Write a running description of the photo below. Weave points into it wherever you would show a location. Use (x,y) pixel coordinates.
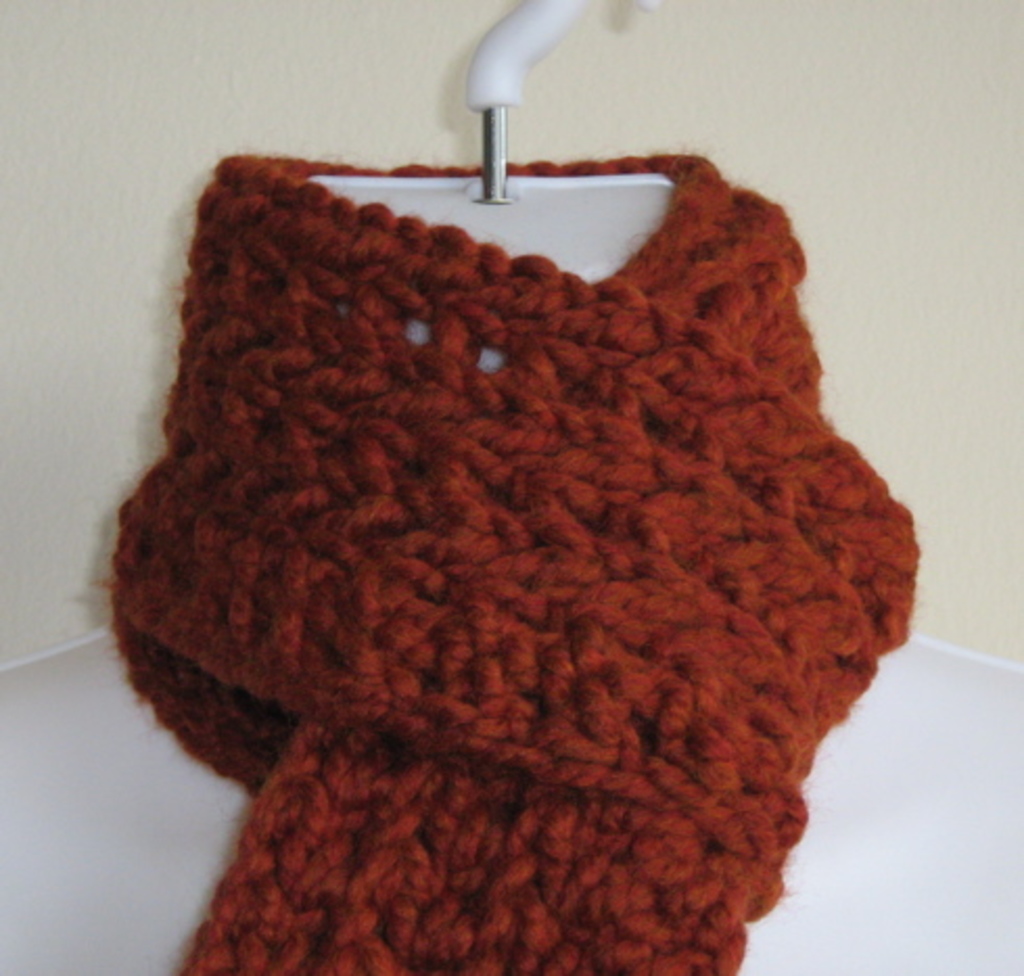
In the center of the image (475,616) we can see a neck scarf (533,396) placed on the hanger (846,758). In the background (876,107) there is a wall (97,198).
